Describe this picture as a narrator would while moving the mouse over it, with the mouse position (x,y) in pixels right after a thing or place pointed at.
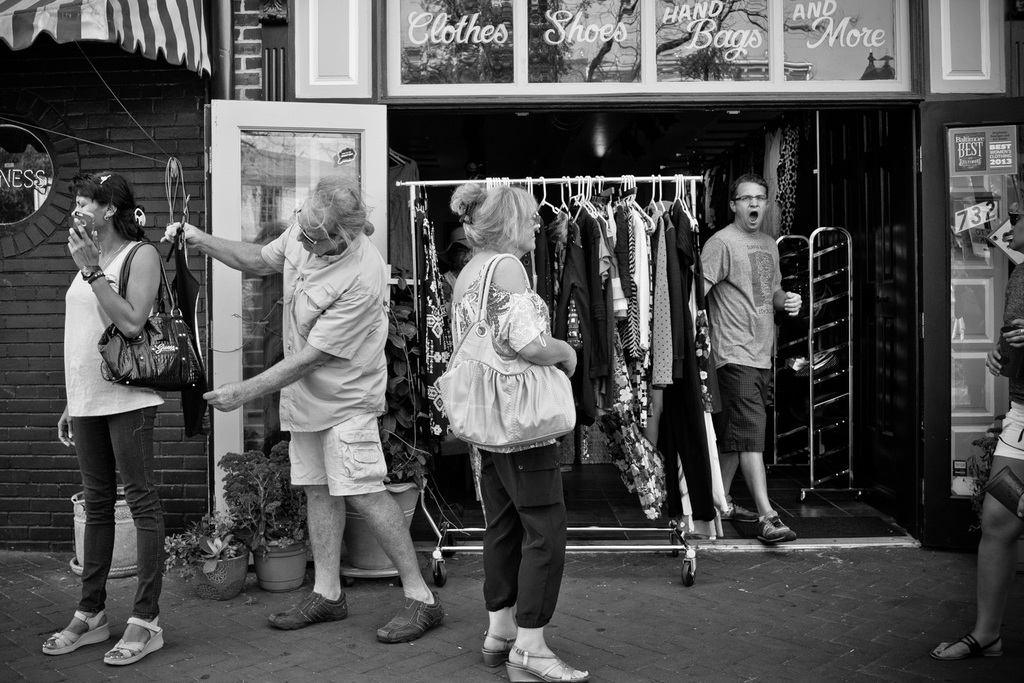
In this picture I can see in the middle (363,446) few persons (553,526) are standing, on the left side (257,483) there are plant pots (302,511). In the background (706,232) there are clothes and it looks like a store (805,373).
